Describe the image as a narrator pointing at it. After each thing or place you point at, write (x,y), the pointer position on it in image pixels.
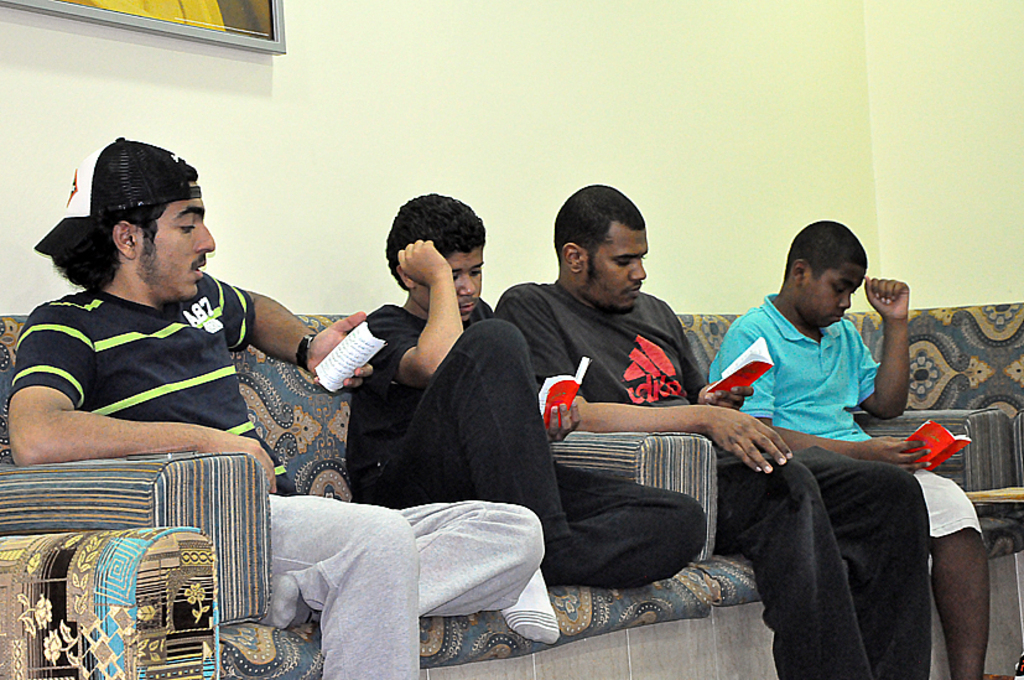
In this picture there are men (430,360) sitting on a sofa (302,478) and holding books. In the background of the image (269,1) we can see a frame (204,0) on the wall (436,122).
